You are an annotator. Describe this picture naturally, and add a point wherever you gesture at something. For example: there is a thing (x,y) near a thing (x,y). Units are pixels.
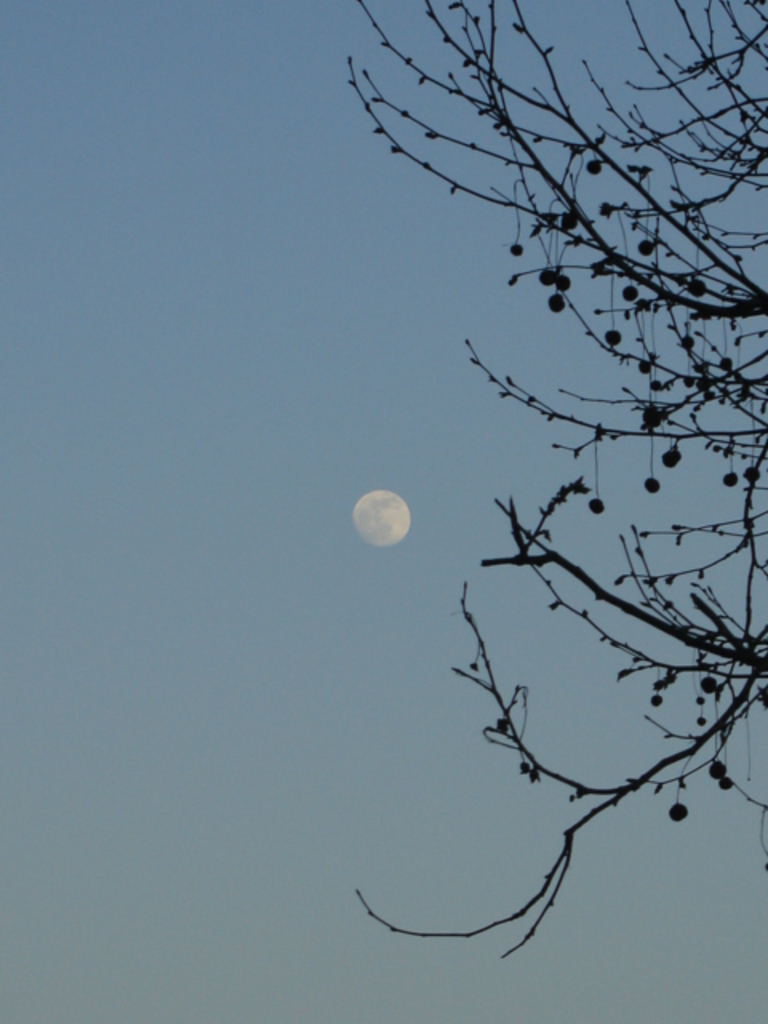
This picture is clicked outside. On the right corner (659,137) we can see the stems (650,575) and branches (607,633) of a tree (635,147) and there are some objects (639,250) hanging on the tree (605,209). In the background (315,205) we can see the sky (328,151) and there is a moon (387,519) in the sky (362,545).
